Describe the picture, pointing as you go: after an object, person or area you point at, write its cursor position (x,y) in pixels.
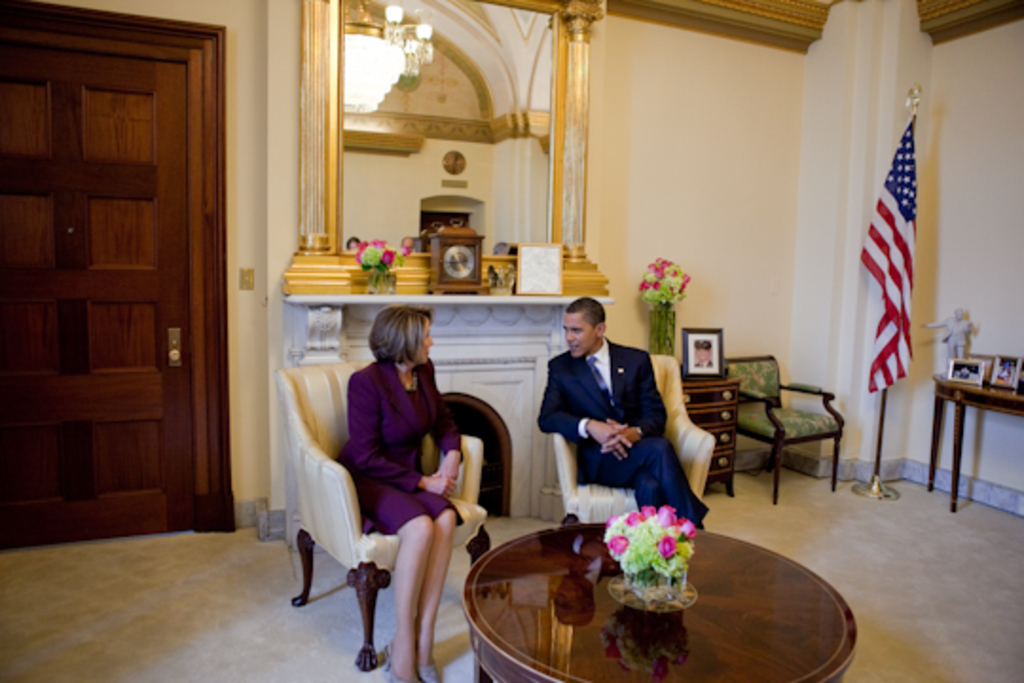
In this image I can see a two persons (428,501) sitting on the chair (611,498). The woman (395,477) is wearing purple dress (395,438) and the man (632,463) is wearing a blue blazer (634,395) and blue pant (661,473). In front of them there is table (629,614) on the table (711,589) there is flower pot (649,575). On the right side (903,366) there is a flag (901,281). On the table (976,393) there are frames (1014,384). At the back side (475,281) there is a clock (478,266). On the left side (129,334) there is a wooden door (86,265). The wall (684,211) is in white color.
